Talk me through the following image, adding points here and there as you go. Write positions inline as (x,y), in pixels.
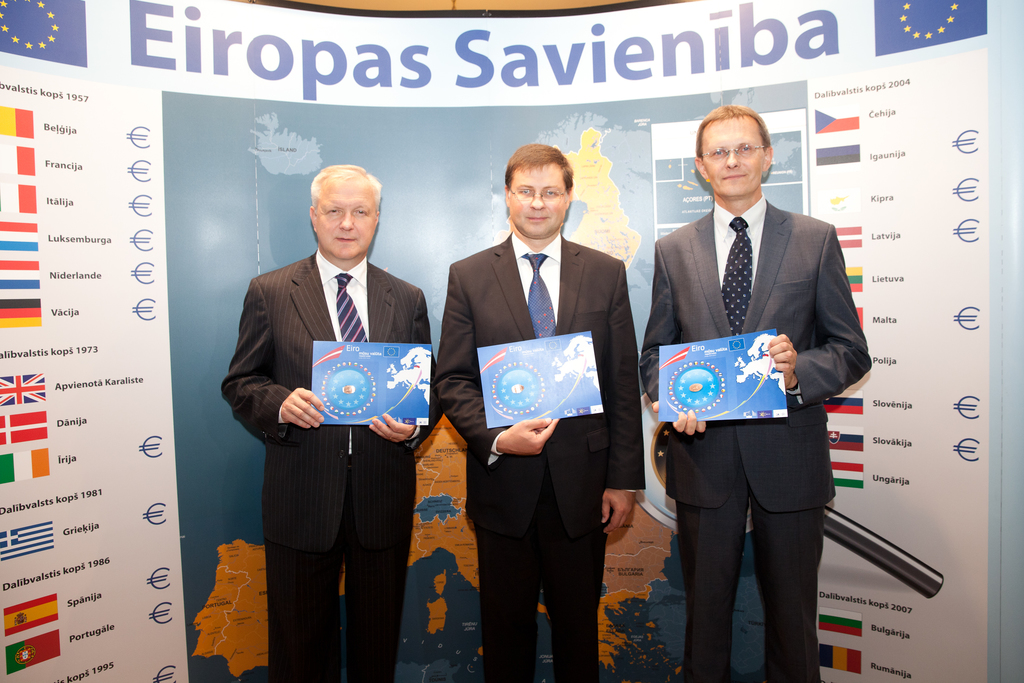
In this picture I can see few men (544,167) standing holding posters (512,399) in their hands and i can see a advertisement hoarding (374,131) on the back (88,109) with some text (308,87) and few flags (845,111) and I can see a map (454,173) on the hoarding (894,647) and i can see couple of men (566,192) wore spectacles (719,156) and they wore coats (809,411) and ties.
